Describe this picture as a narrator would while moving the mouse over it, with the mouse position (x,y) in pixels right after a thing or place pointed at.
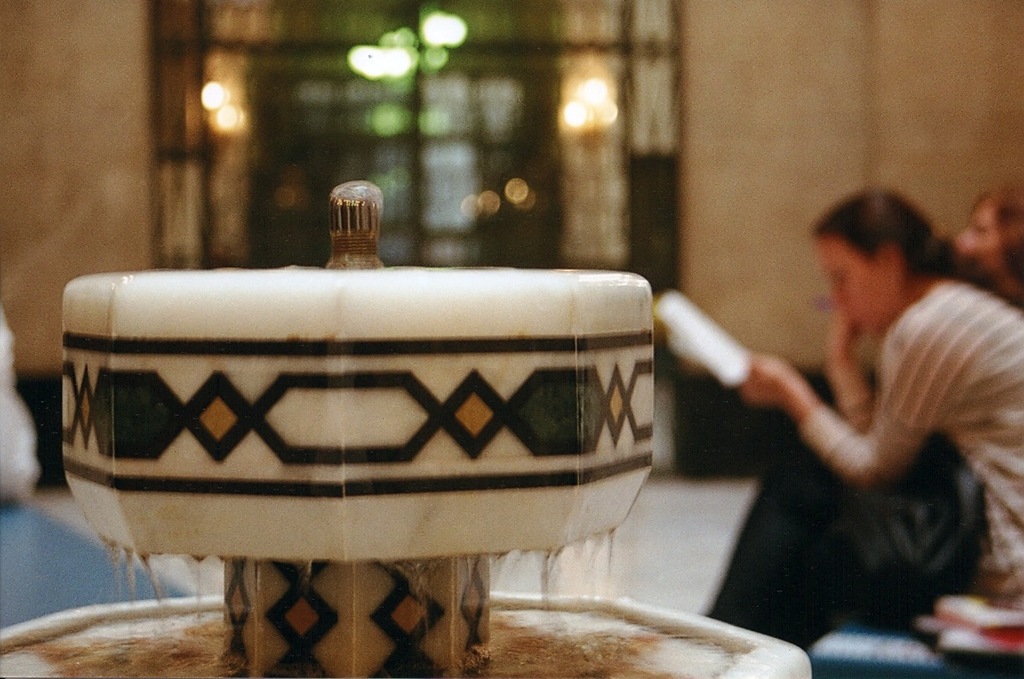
In the foreground of this image (336,490), there is a fountain (426,501). On the right (971,334), there are two women (968,462) sitting and a woman (896,387) is holding a book (727,372). In the background (751,120), there is a wall (38,142) and it seems like a gate (419,155) and lights (393,47).
